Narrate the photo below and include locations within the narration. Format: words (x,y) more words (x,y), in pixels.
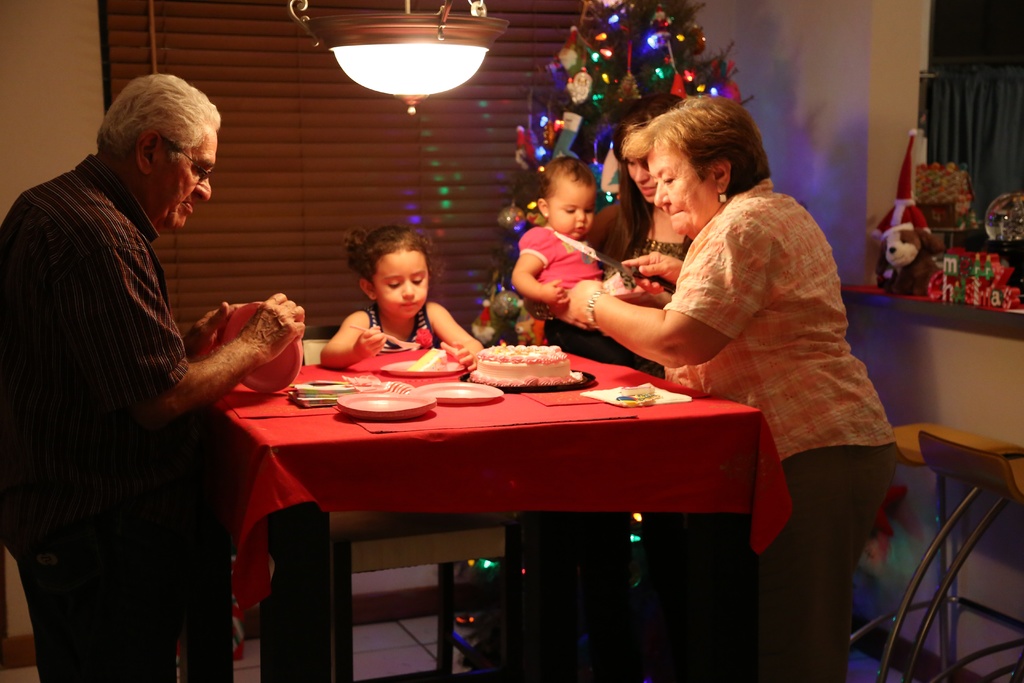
In this picture there are five people (68,538), there is a man (87,375) standing on the left side (112,349) and the other one is woman (751,288) there is another person (651,193) beside her holding a baby (549,279) and there is a girl (405,309) sitting on the chair (321,338) and on the table (452,411) the plates (388,369), spoons (356,377), napkins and cake (562,368) in the background (561,103) is a tree (562,89) and a light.
